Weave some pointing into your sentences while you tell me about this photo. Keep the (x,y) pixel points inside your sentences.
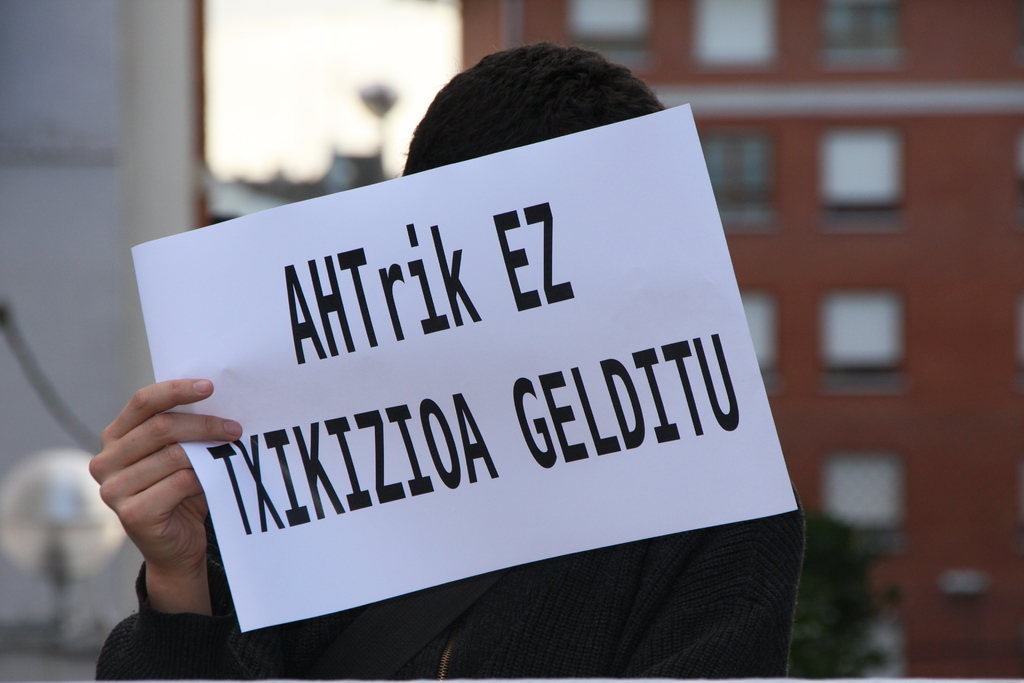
In this picture there is a person (394,667) who is wearing sweater (474,622) and holding a paper (550,389). In the background (972,446) I can see the buildings (873,145). At the top (297,65) I can see the sky (300,42).
